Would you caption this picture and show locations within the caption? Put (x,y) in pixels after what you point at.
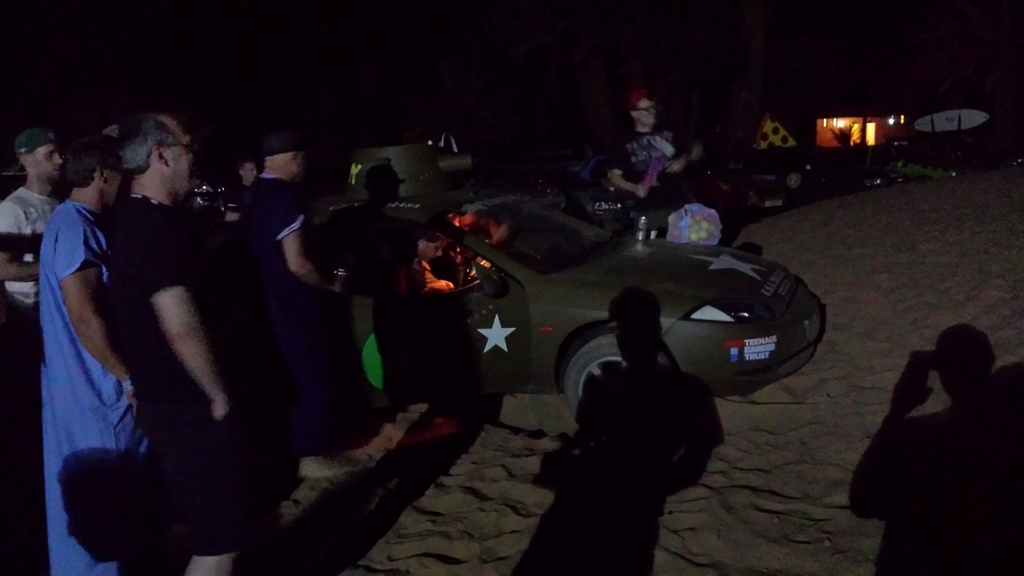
In this image there is a vehicle (552,311), around the vehicle (678,294) there are a few people (147,245) standing on the surface (740,510) of the sand (721,514), there is a building (857,118) and a few other objects (982,115). In the background (291,79) is dark.
